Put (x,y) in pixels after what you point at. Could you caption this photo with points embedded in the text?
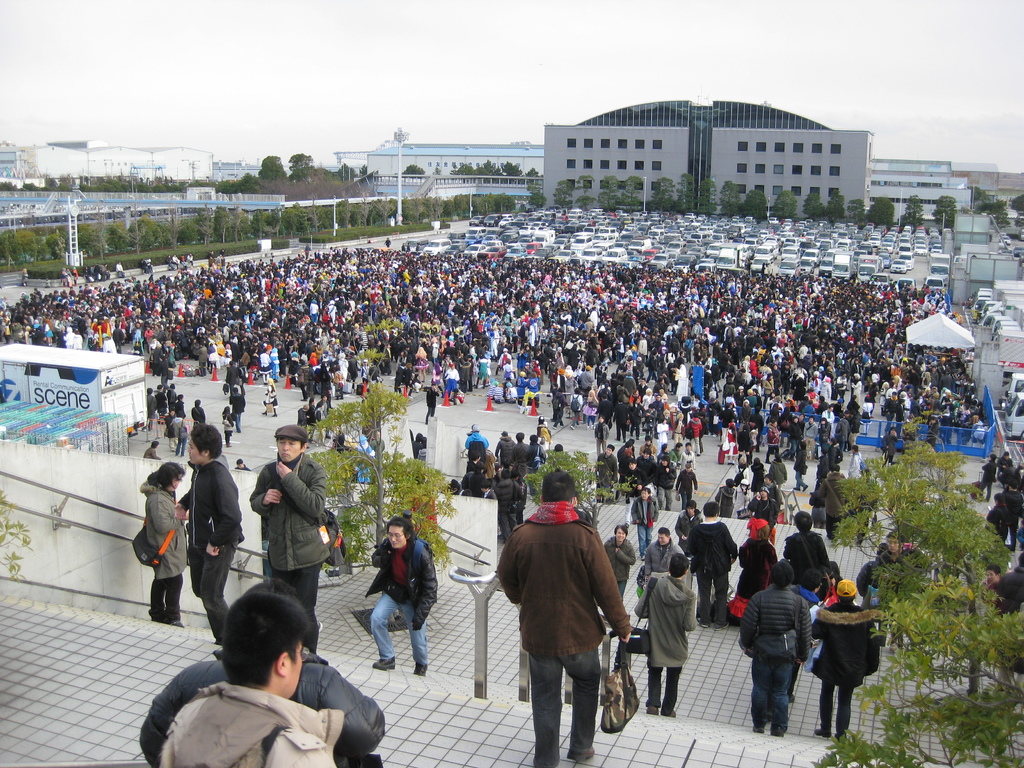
In this image few persons (707,293) are standing on the floor (721,637). Few persons (672,644) are walking on the stairs (413,699). Right bottom there is a tree (1022,732). A person (525,623) wearing a brown jacket (564,603) is holding a bag (622,703) in his hand (627,641). Left side (150,553) a person (157,519) standing on the stairs (131,621) is carrying a bag (142,542). Behind the persons (523,275) there are few cars (730,229) and trees (15,258). Left side (79,256) there are few poles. Behind there are few plants (286,239) and trees (208,226). Background there are few buildings (542,182). Top of image (519,106) there is sky (430,94). Right side (1012,428) there are few vehicles (995,317) beside the fence (987,412).
